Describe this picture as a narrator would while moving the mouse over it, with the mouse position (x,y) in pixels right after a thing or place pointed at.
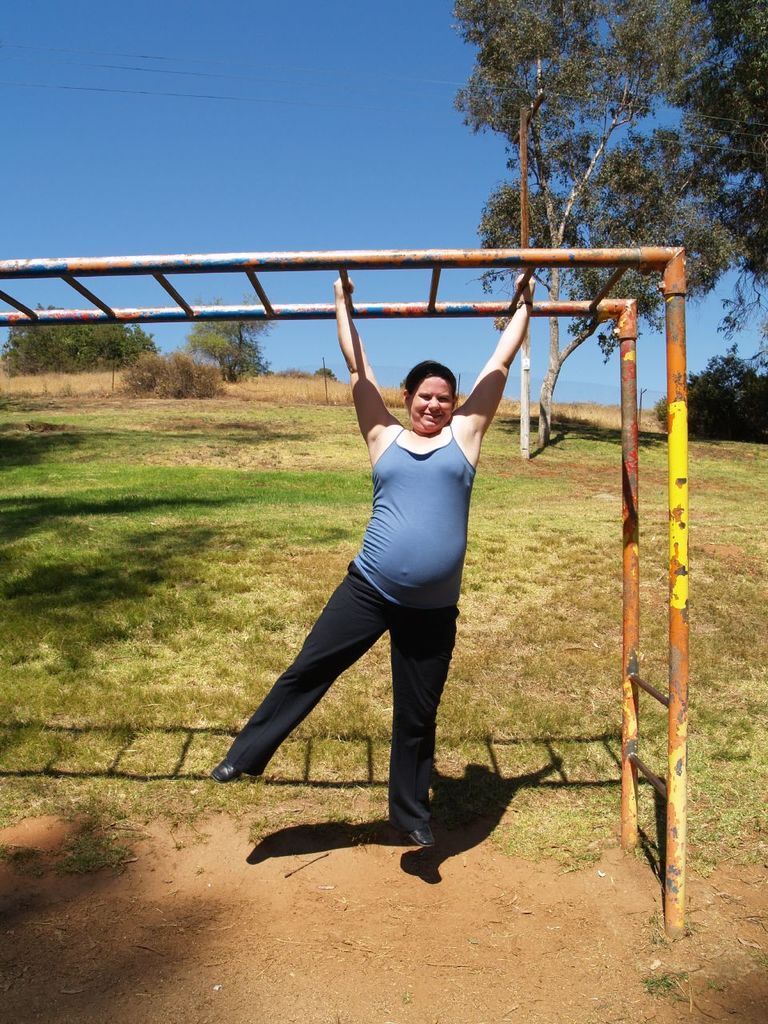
In this image I can see the ground (503,612), some grass (211,616) on the ground (182,551) and a woman (431,614) wearing blue and black colored dress (431,599) is hanging to the metal rods (429,301). In the background (380,298) I can see few trees (641,274) and the sky (285,122).
